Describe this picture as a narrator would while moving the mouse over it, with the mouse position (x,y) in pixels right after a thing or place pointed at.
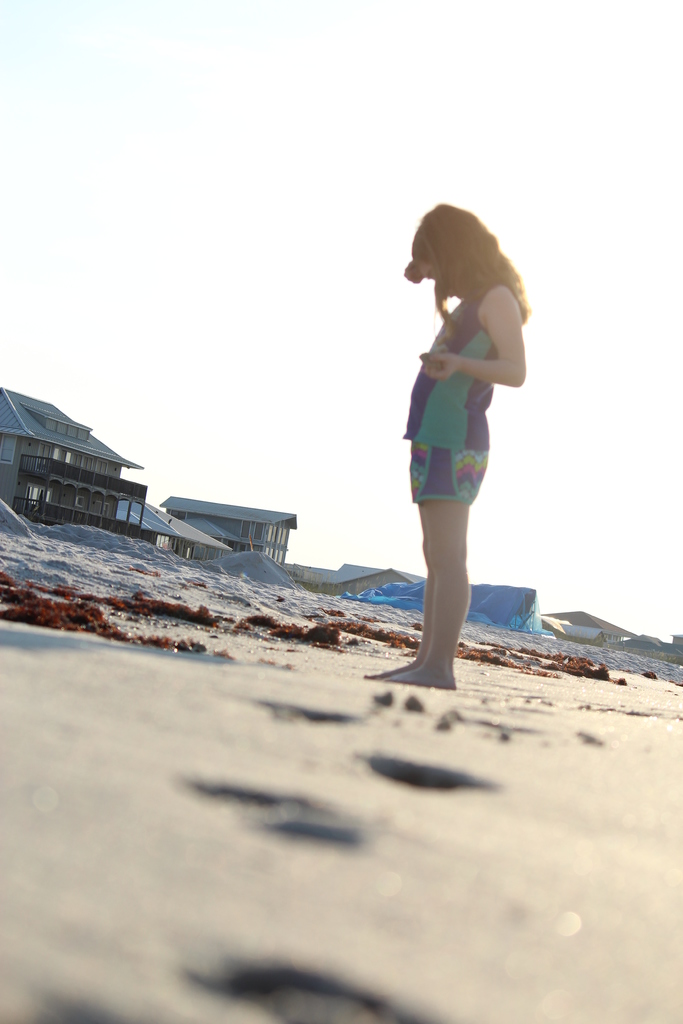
In this image I can see a girl (424,664) is standing. I can see she is wearing blue and green colour dress (441,434). In the background (167,525) I can see few buildings (167,509), a blue colour thing (481,596) and I can see white colour in background (317,177).
